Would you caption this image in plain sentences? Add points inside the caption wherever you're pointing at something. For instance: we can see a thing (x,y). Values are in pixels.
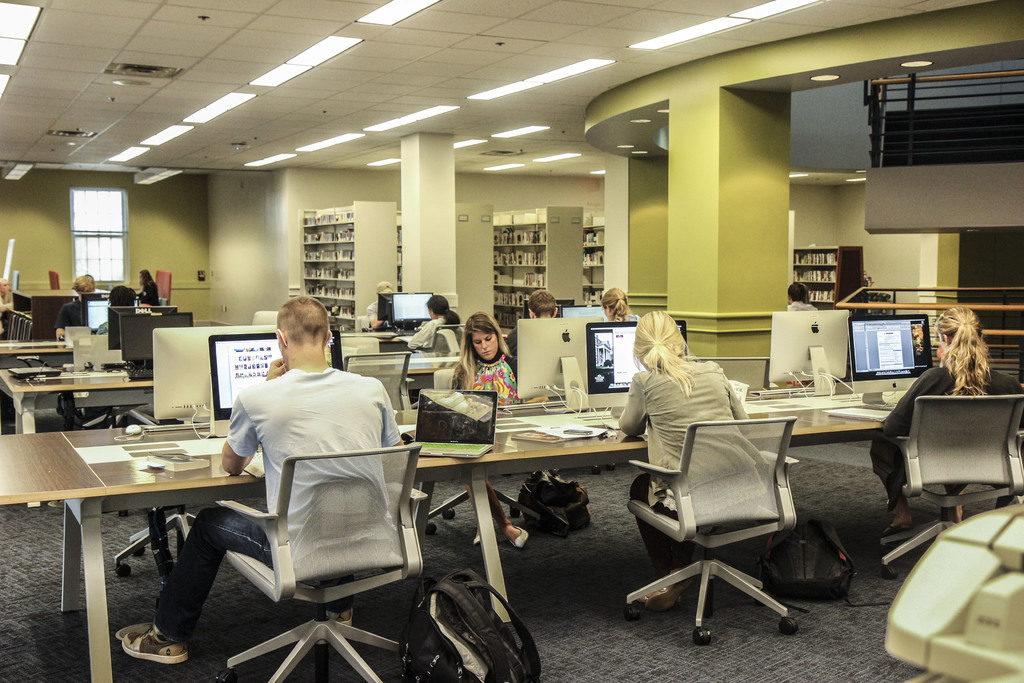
The image is taken in the building (200,202). In the center of the image (554,447) there is a table (147,477) and we can see people (272,435) working on the systems (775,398). There is a laptop (472,402), papers (555,430), computers (256,377), wires (142,438) placed on the table (476,476). In the background (331,298) there are shelves (497,271). At the top (333,55) there are lights (820,75).
